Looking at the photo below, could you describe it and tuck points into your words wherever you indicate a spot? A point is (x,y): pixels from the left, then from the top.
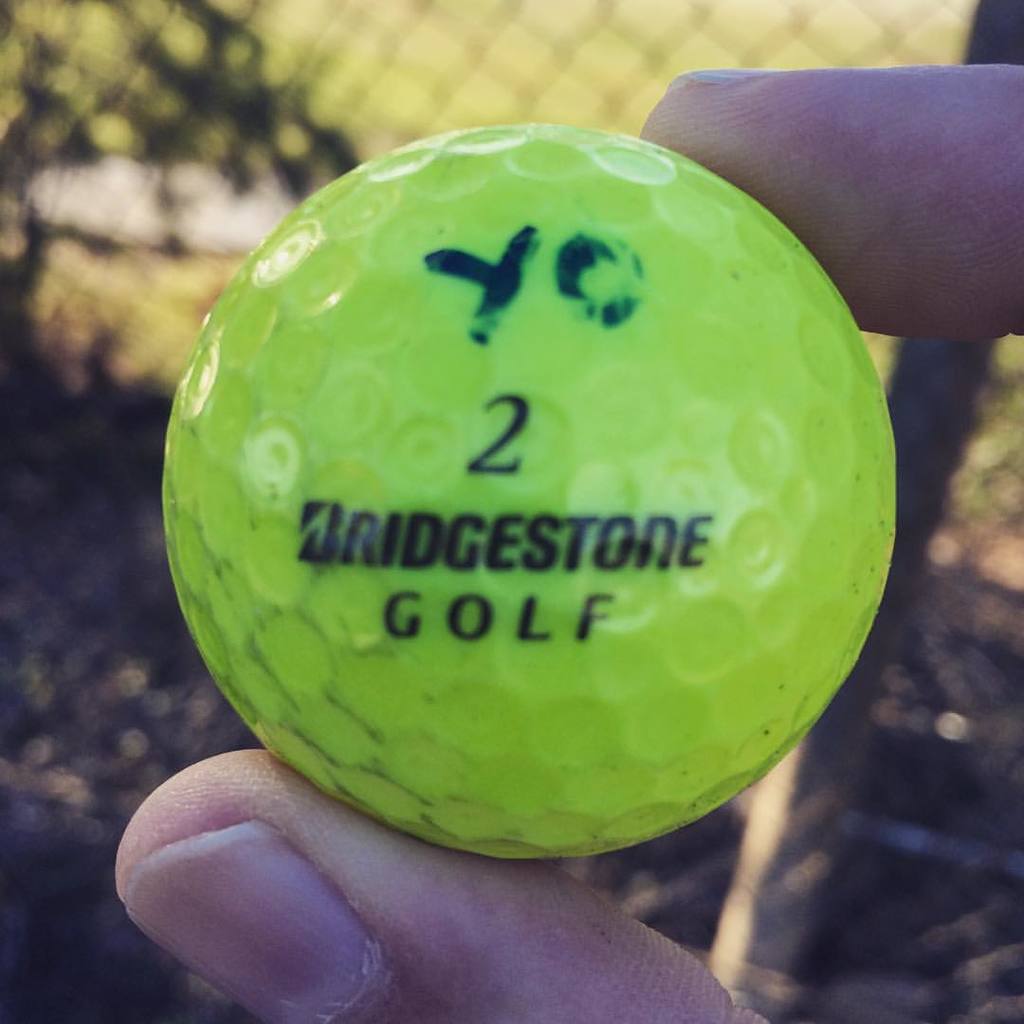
In the center of the image (463,493), we can see a person's fingers (501,889) holding a ball (484,344). In the background (325,62), there is a mesh (735,35) and a pole (994,50).
